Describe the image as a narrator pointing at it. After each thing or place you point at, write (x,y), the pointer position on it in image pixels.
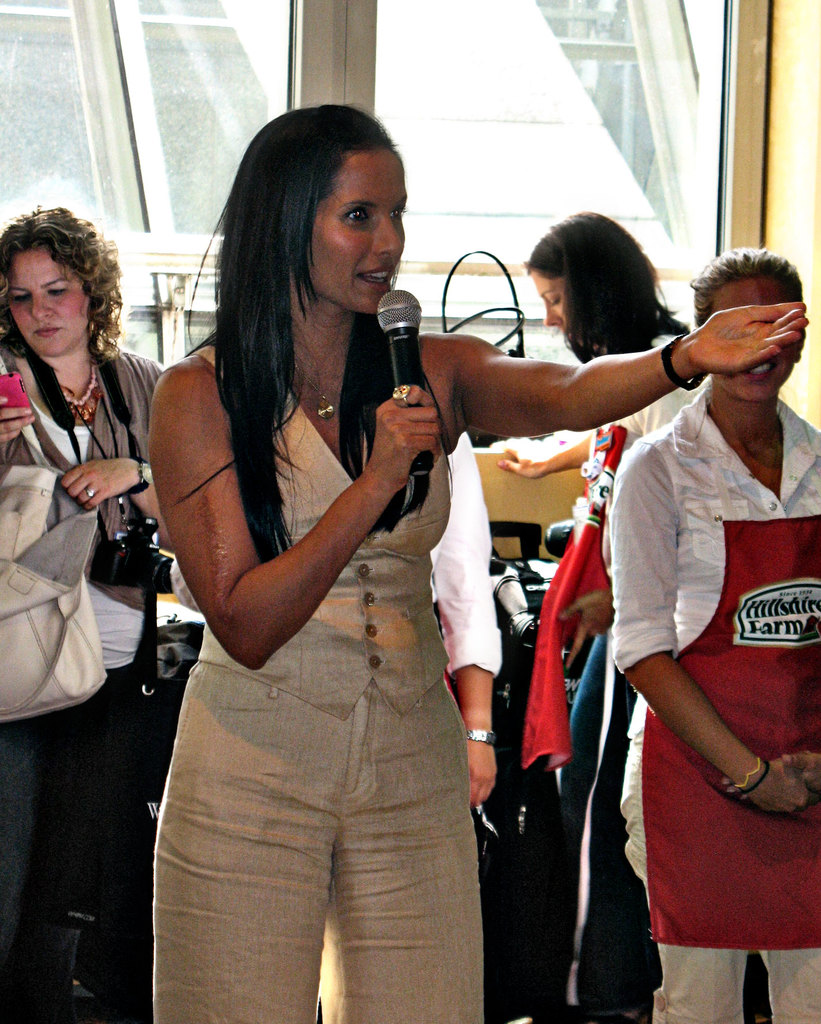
This picture shows a woman (365,522) holding a mic (399,293) in her hand (385,422) and talking. In the background (89,565) there are some people (58,297) standing. We can observe a window (522,109) here.
